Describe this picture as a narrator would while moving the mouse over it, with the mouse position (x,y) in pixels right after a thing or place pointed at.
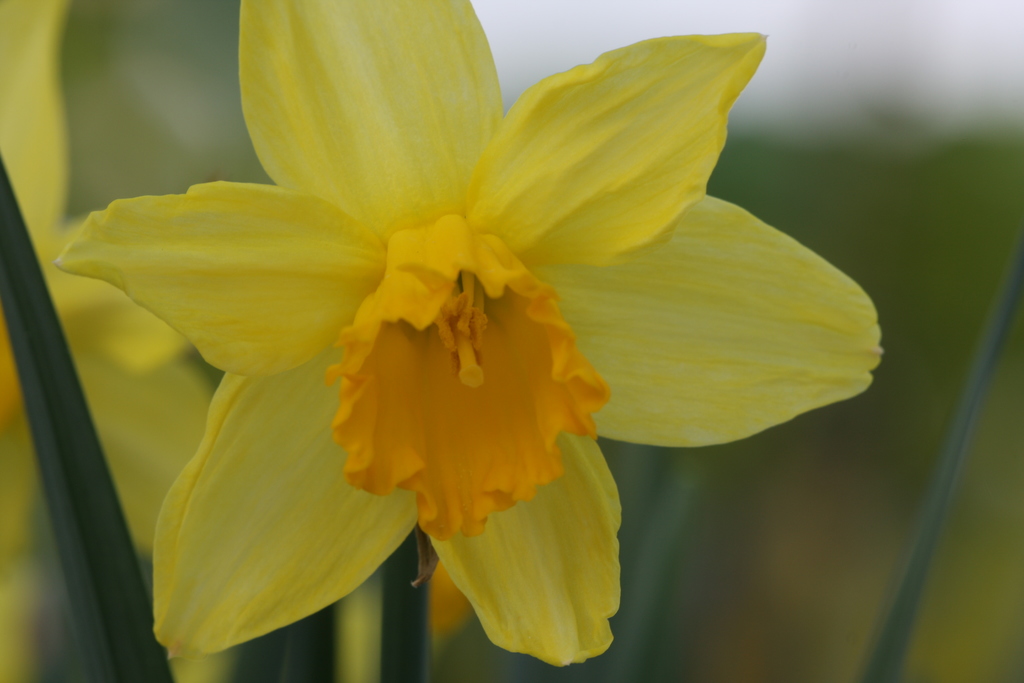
Here we can see two flowers (312,403) and leaves (135,611). In the background (118,48) the image is blur.
